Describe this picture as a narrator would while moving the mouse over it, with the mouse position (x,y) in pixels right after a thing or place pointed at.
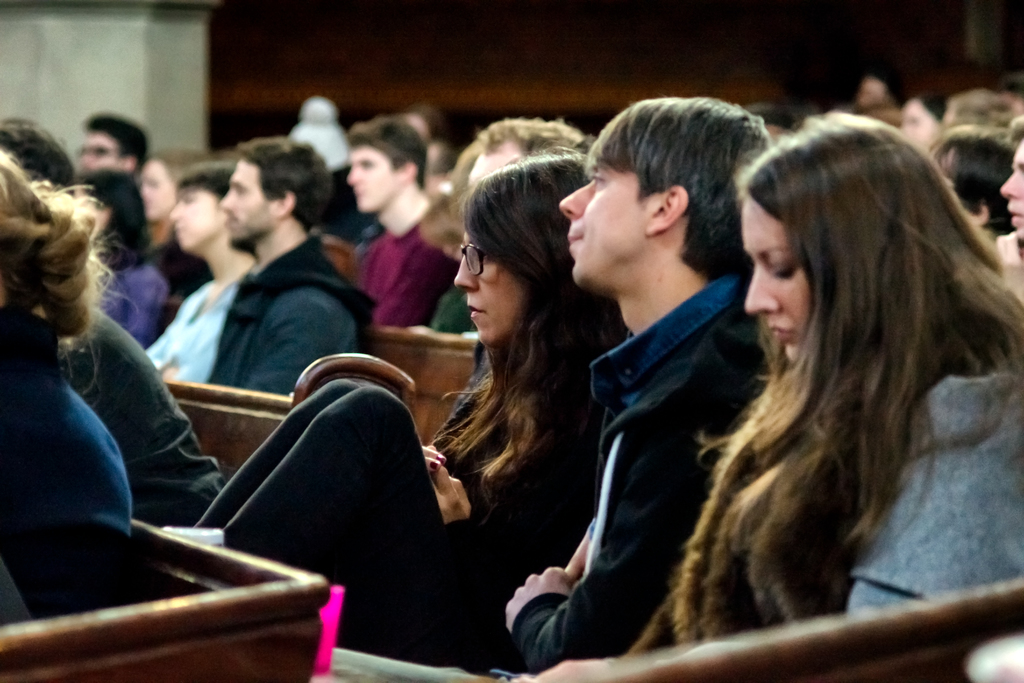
In this image we can see a few people (448,557) sitting and in the background (569,107), we can see the wall (171,87).
